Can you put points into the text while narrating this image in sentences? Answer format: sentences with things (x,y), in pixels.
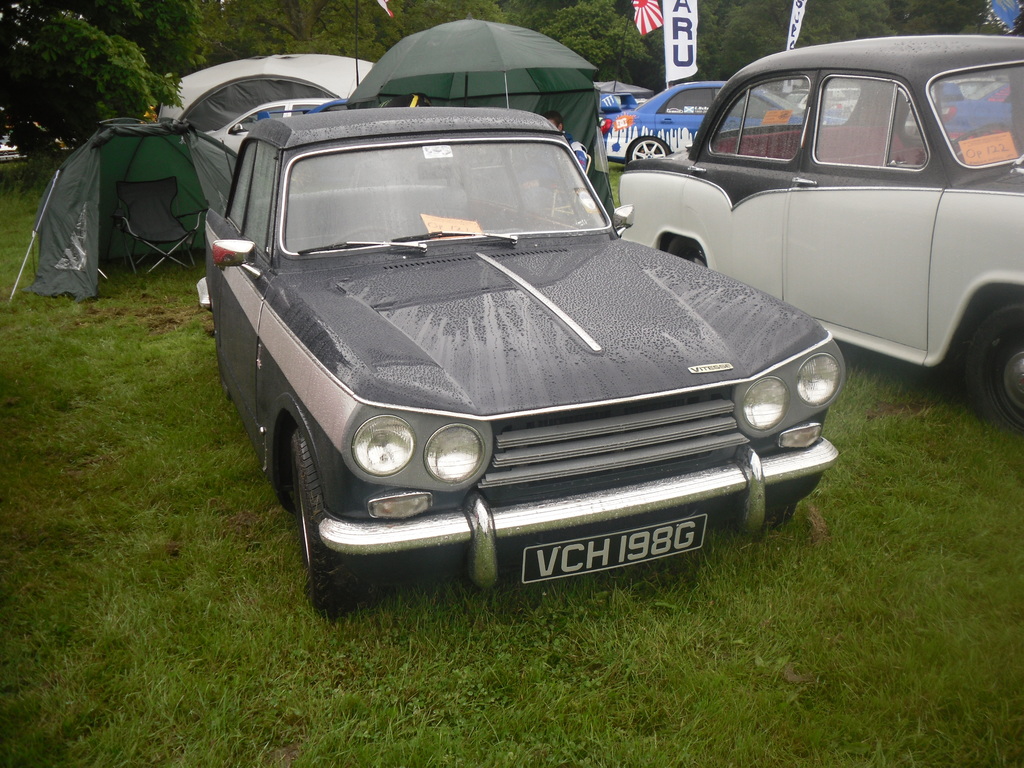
In this image we can see some cars (709,184) parked on the grass (546,612). In the background (207,207) we can see a chair (183,223) under the green color tent (172,144). Image also consists of two more tents (397,45). We can also see many trees (549,17).
